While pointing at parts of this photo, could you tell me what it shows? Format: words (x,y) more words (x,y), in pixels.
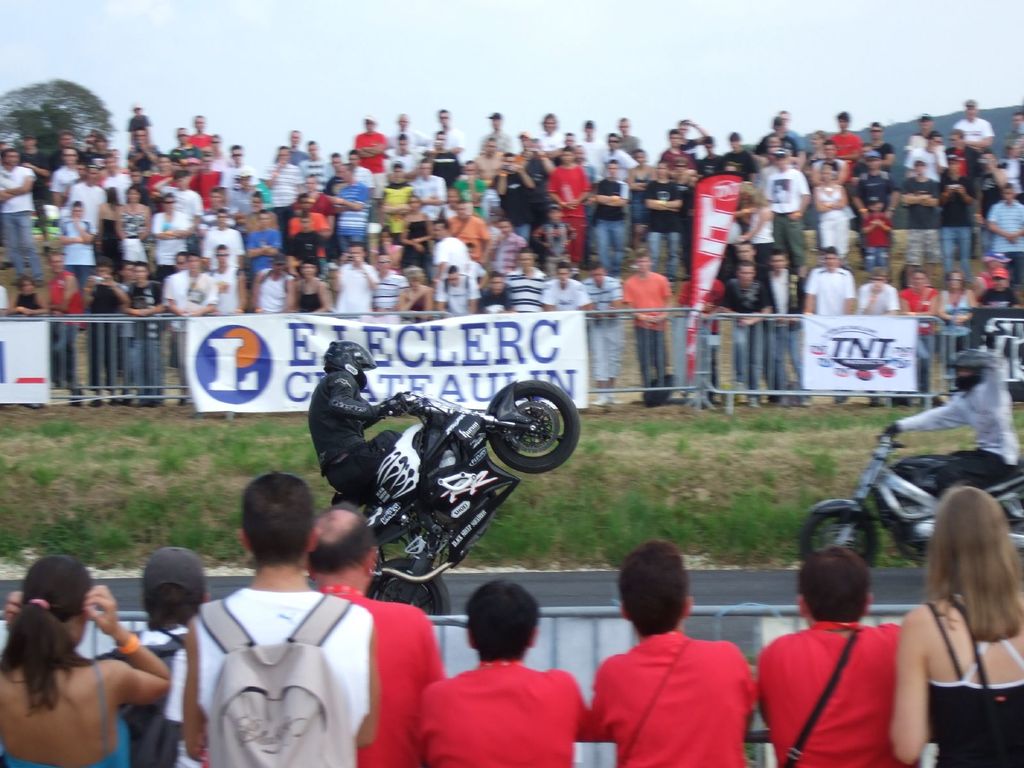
In this image there are two persons (340,492) riding bikes (483,471), on the either side of the track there are a few spectators (314,198) watching, in front of them there are banners (316,335) on the metal rod fence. In the background of the image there are trees (52,126) and mountains (905,140).
